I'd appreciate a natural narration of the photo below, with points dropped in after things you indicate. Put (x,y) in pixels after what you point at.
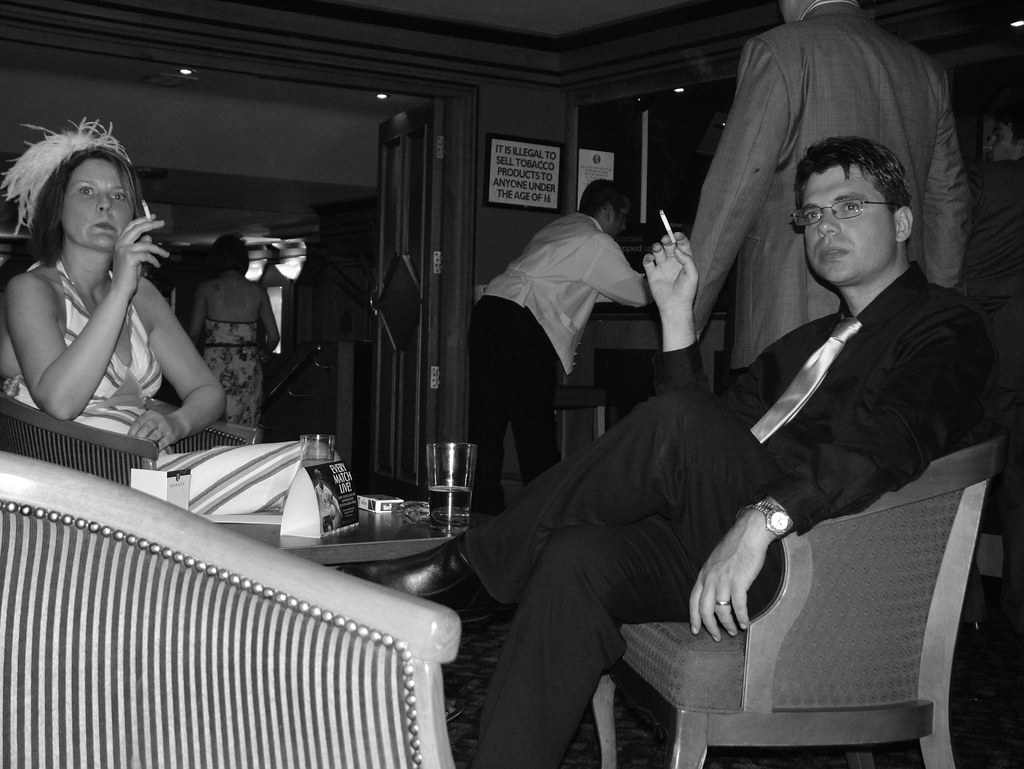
This picture describes about group of people (124,244) few are seated on the chair (769,628) and few are standing, the seated people (653,274) are smoking in front of them we can see glasses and a box (379,500) on the table (369,518), in the background (544,199) we can find a notice board (523,202) and couple of lights (249,272).
